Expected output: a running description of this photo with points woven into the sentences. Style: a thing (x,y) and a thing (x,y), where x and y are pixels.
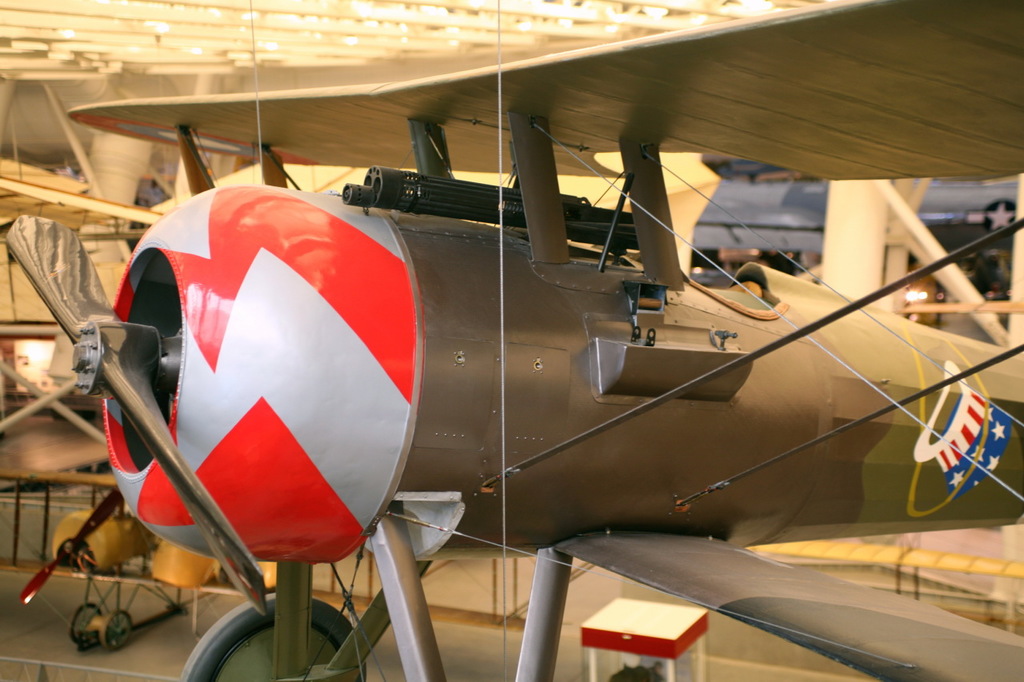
In front of the image there is an aircraft (425,318), around the aircraft (386,442), there are some other aircrafts (114,484) and there are some other objects (668,608), at the top of the image (542,6) there is a metal rod rooftop (272,18) and there are metal rod pillars (121,188).
